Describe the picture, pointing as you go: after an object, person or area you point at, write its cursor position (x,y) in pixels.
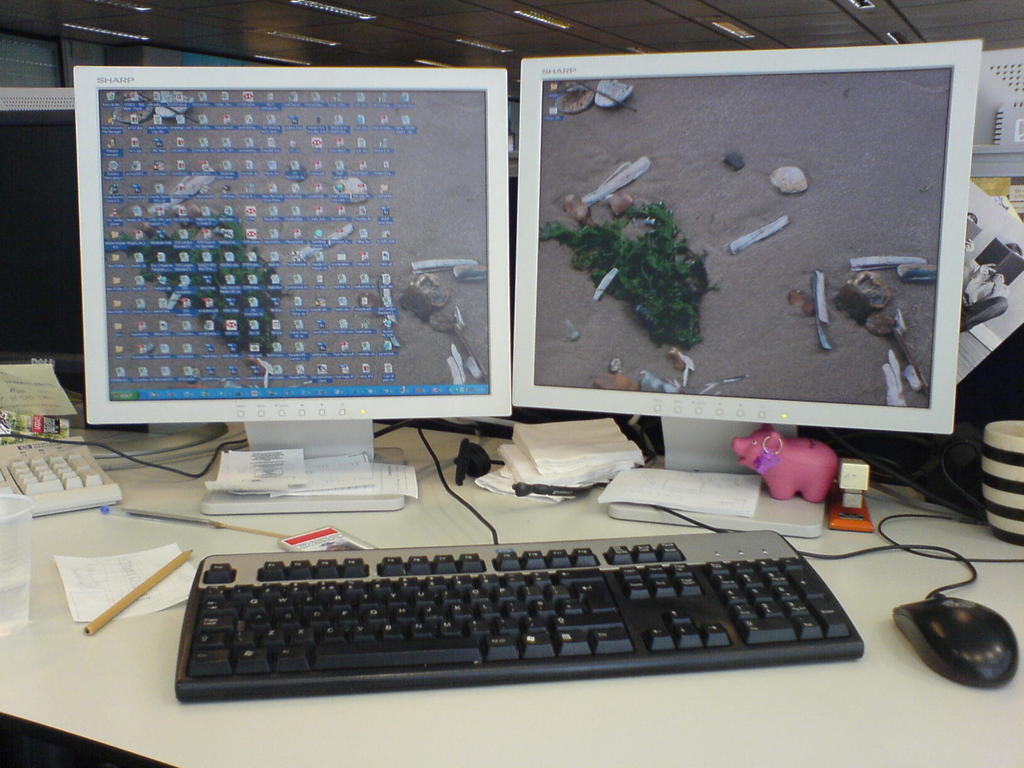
In the picture we can see two computer systems (605,306) on the table (886,681) along with the keyboard (660,644) and mouse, on the table (898,666) we can also see a small toy (764,466) tissue papers (575,457) and glass (6,565), paper (84,572) and some pens (150,580).
